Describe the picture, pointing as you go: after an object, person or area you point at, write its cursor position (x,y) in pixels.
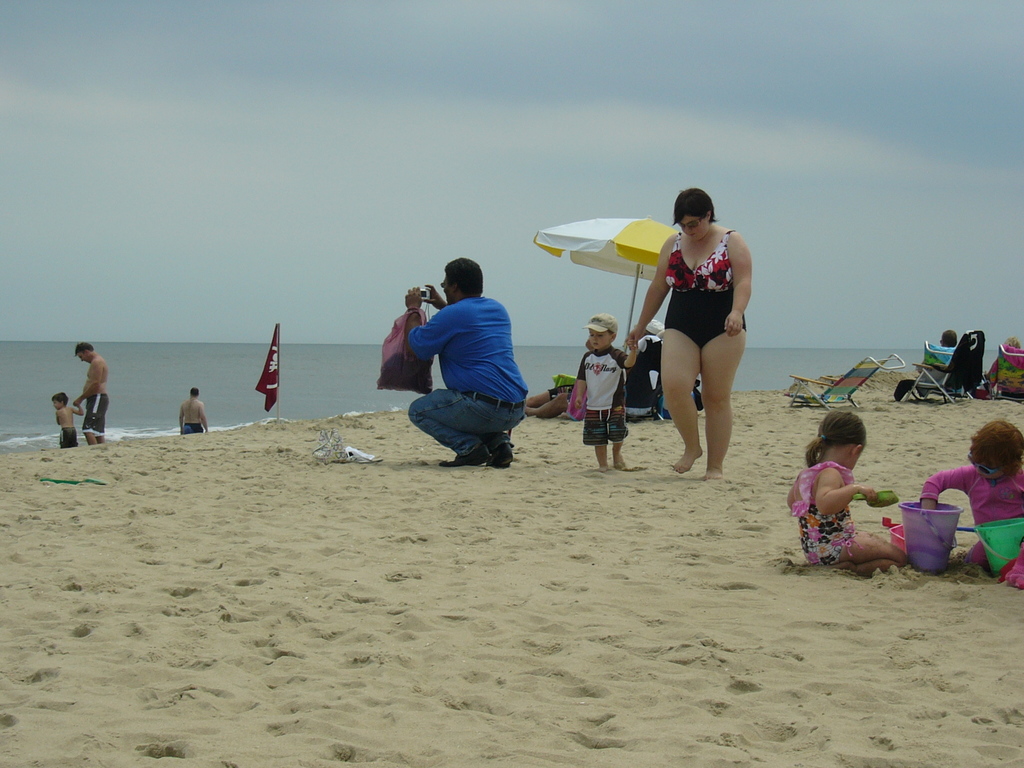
This image is clicked at the beach (278,586). In the foreground (412,578) there is sand (445,598) on the ground (530,582). There are people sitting on the chairs (944,396) under the table umbrellas (618,238). In the center (484,409) there is a man (480,418) in squat position and holding a camera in his hand (410,303). Behind him there is a woman (672,301) and a kid (611,381) walking on the ground (587,552). To the right (1008,500) there are kids (1002,480) playing in the sand (894,575). In the background (141,379) there is the water (259,360). There is a flag (276,359) on the ground (289,437). At the top (271,172) there is the sky (257,189).
